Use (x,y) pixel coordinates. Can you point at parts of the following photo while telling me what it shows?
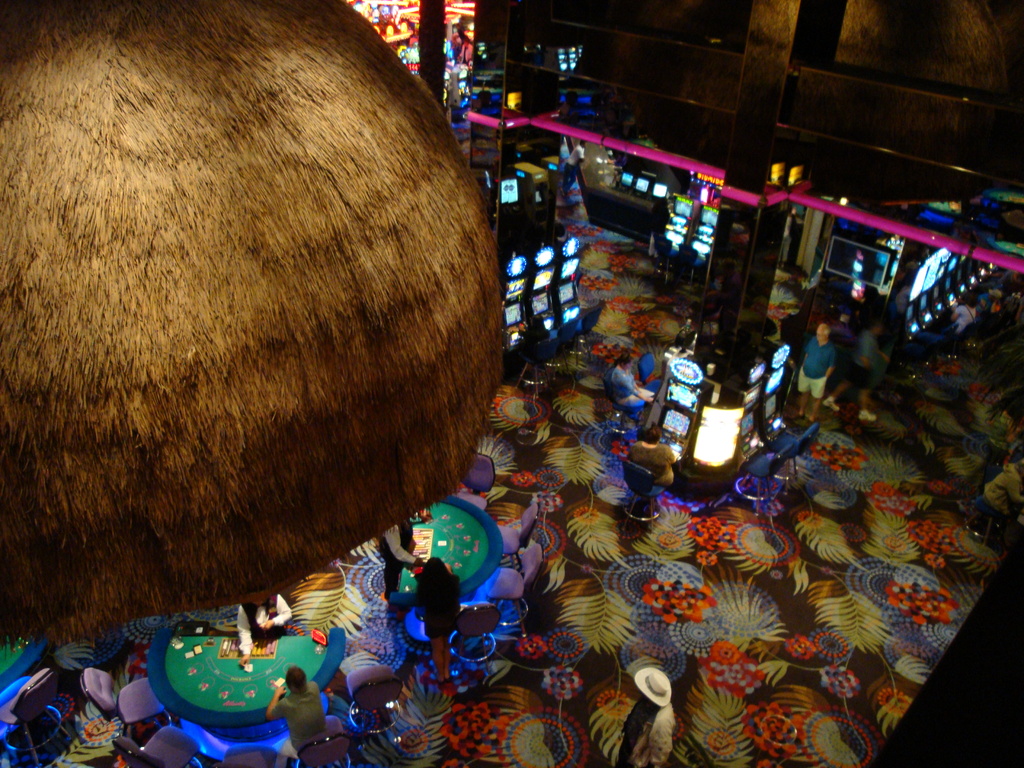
In this image there are some persons (810,342) some of them are sitting on chairs (150,700), and some of them are standing and also there are some tables (436,544). On the tables (170,673) there are some cards (191,656) and some other objects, on the left side (46,356) it looks like a hut (217,313), and in the background (766,209) there is wall (493,152), lights (547,252), monitors (876,258) and some other objects (703,189).
